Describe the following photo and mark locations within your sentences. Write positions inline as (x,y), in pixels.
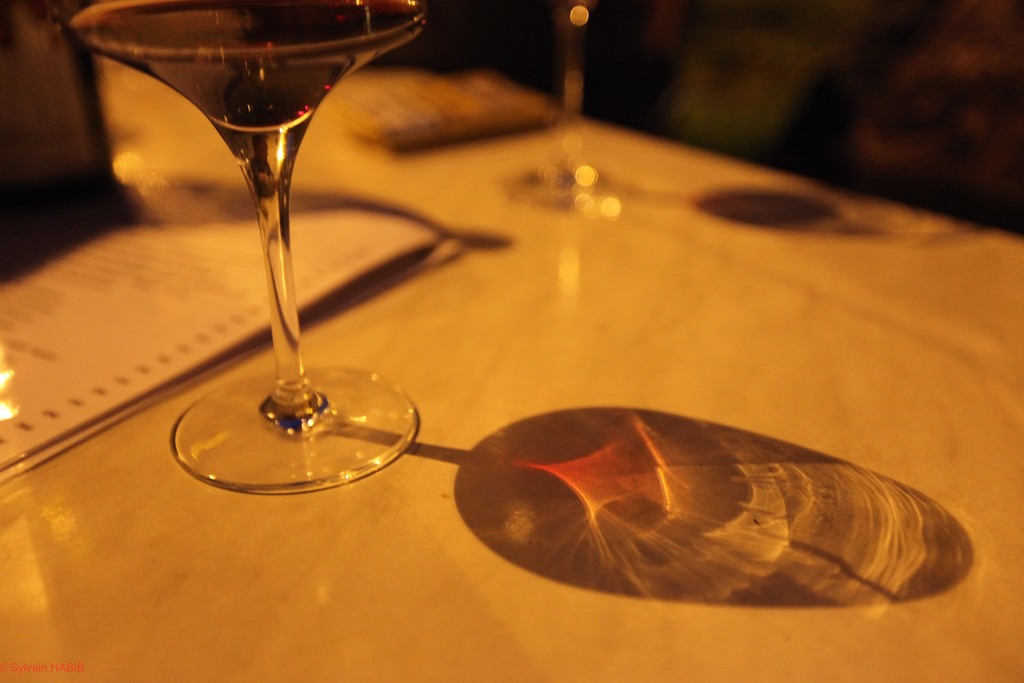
Here we can see glasses (578,150) and papers (374,236) on a platform (479,418).
